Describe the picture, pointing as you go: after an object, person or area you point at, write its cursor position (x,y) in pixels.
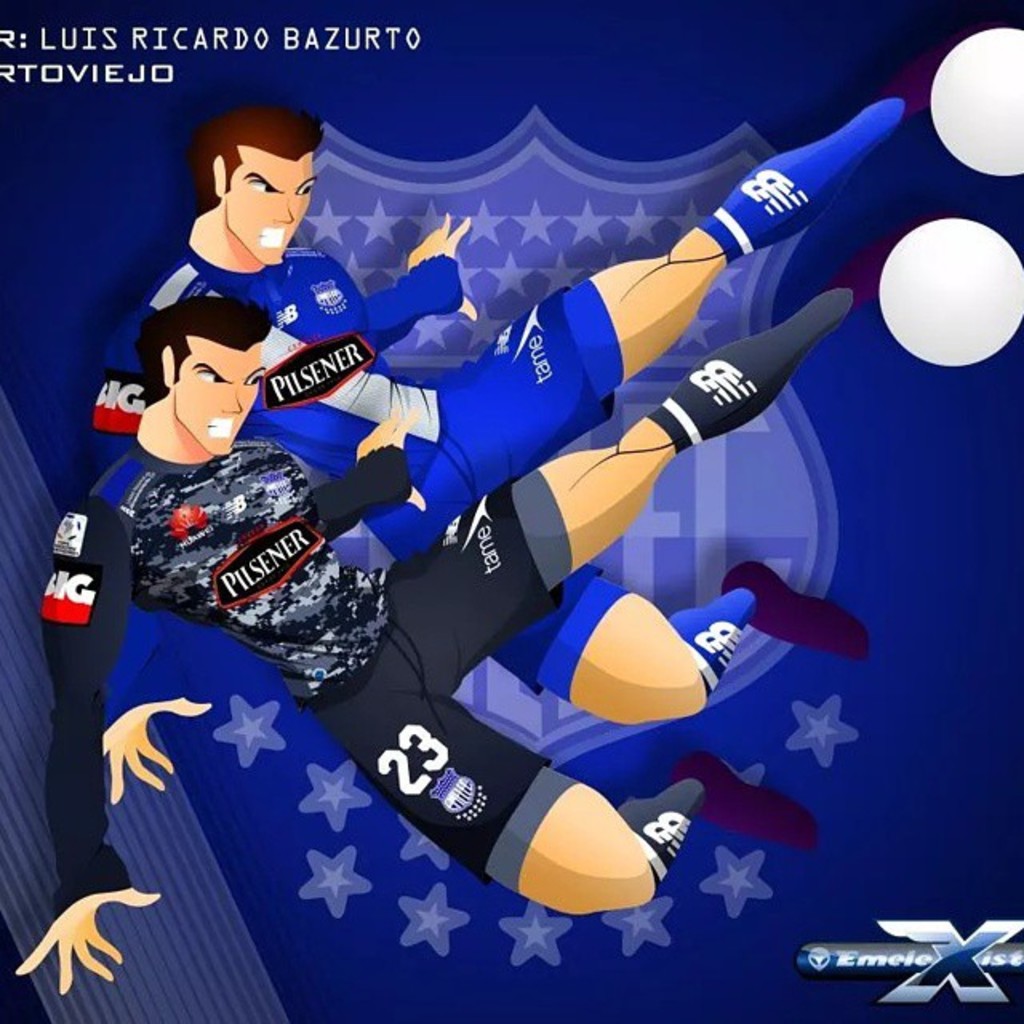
In this image I can see the paper (859,747) which is in blue color. I can see two persons (301,570) on the paper (846,782) with blue and grey color dresses (339,622). And I can see something is written in the top of the paper (258,67).
